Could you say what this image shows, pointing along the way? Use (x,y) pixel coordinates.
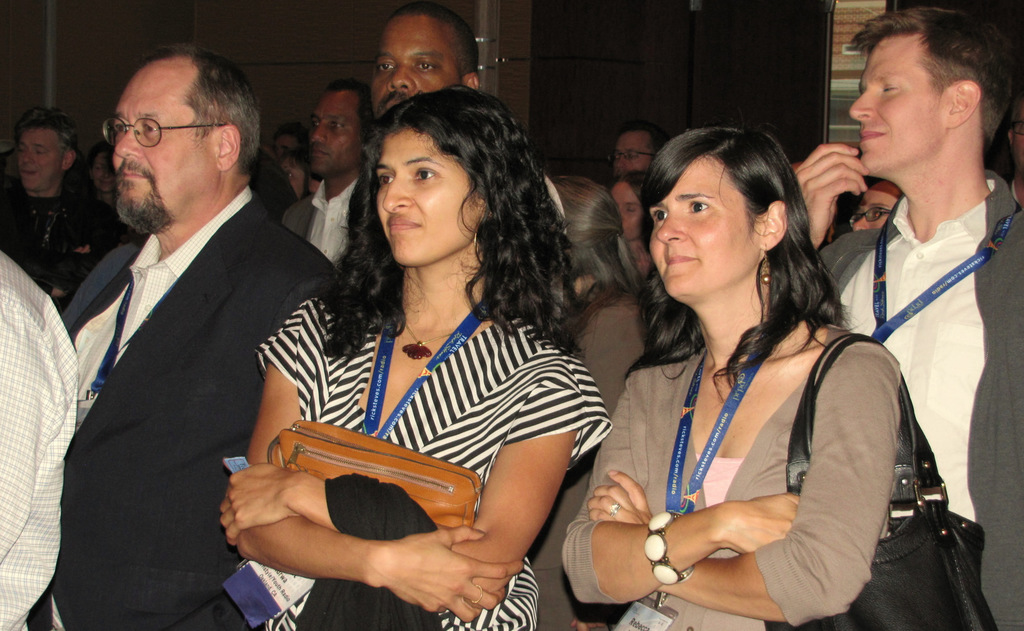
In this image I can see the group of people (357,234) standing and wearing the different color dresses (266,328). I can see four people (172,394) with id cards (381,391) and one person (322,527) holding the bag (454,465) and cloth (368,516). In the back (57,85) I can see the wall (71,80).
